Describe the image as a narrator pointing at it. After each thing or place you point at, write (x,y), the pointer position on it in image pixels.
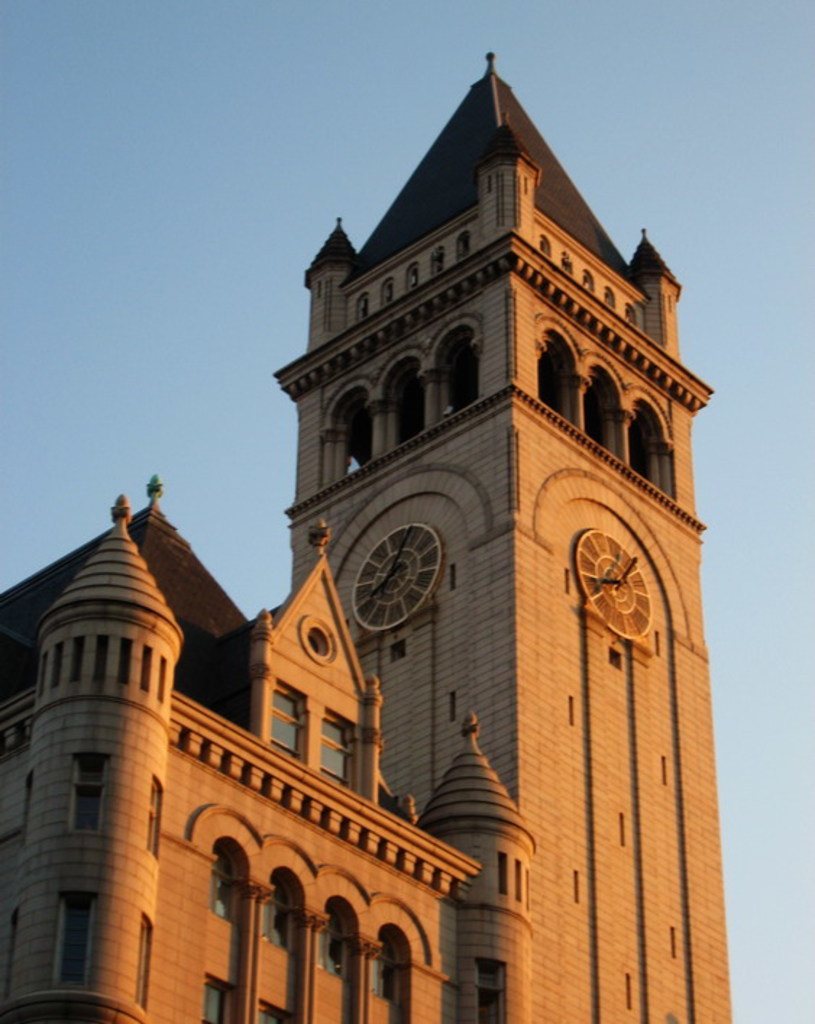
In this picture we can see buildings (340,597) and sky (246,596).
